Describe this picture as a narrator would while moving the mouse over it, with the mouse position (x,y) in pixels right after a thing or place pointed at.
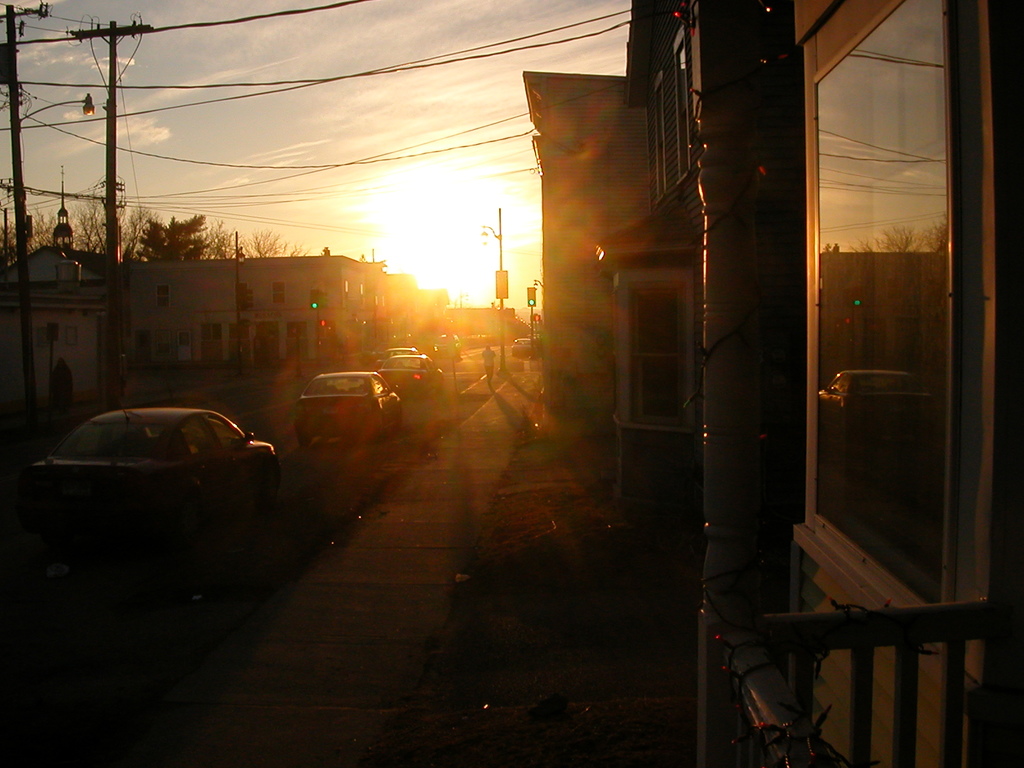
In the center of the image (423,372) there are cars (46,523) on the road (19,576). There are traffic signals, lights (240,260), current poles (45,13). On both right and left side of the image (339,266) there are buildings (256,321). In the background of the image (229,246) there are trees (173,242) and sky (322,145).
